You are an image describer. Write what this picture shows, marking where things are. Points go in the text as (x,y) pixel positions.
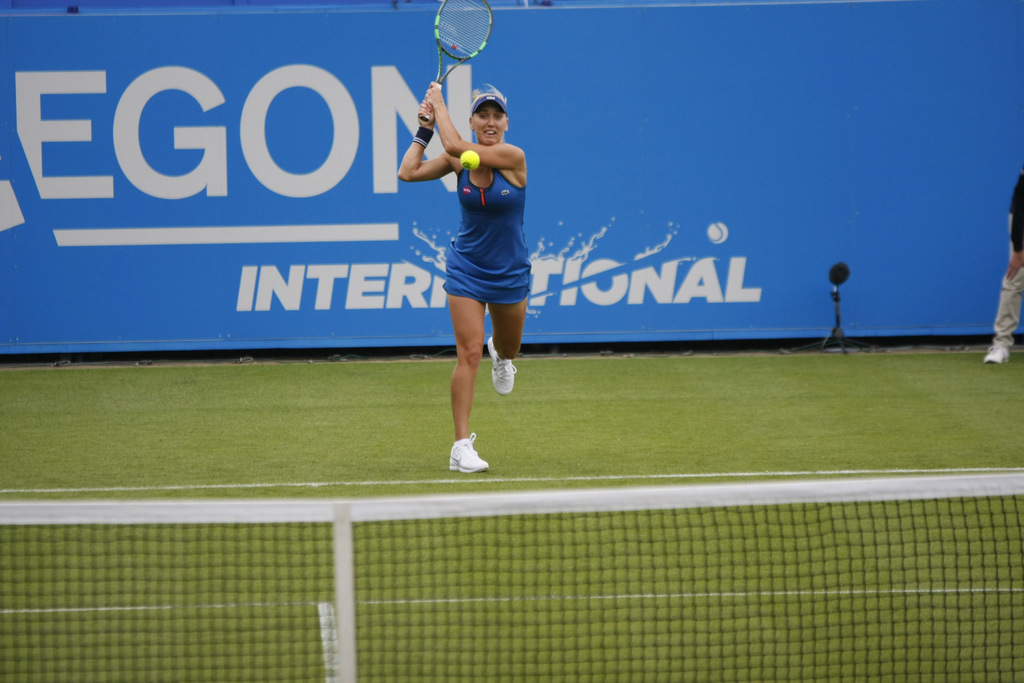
this picture shows a woman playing tennis with a racket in tennis court (320,370) and we see a umpire (1020,208) watching here.
